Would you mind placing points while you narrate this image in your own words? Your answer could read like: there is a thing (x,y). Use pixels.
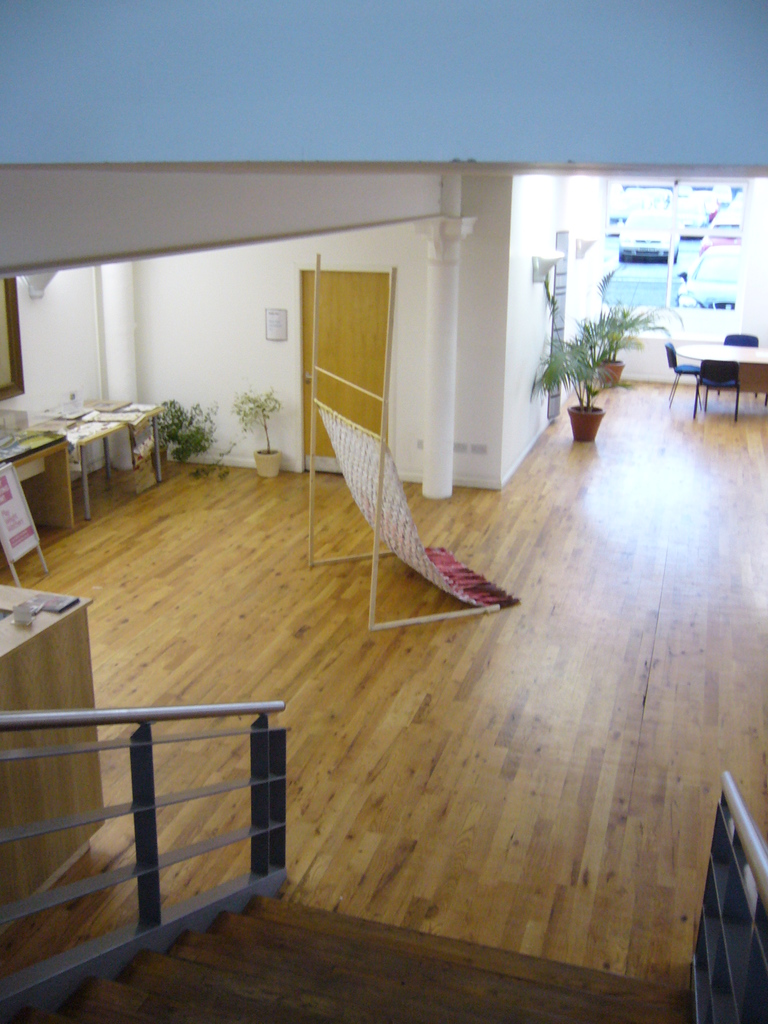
In this image we can see an inside view of a building (245,526), there are chairs (708,382), there is a table (742,374) on the ground (630,418), there are flower pots (597,419), there is a table (125,420) and some objects (111,418) on it, there is staircase (63,996), there is a stair railing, there is a wall (482,222).
